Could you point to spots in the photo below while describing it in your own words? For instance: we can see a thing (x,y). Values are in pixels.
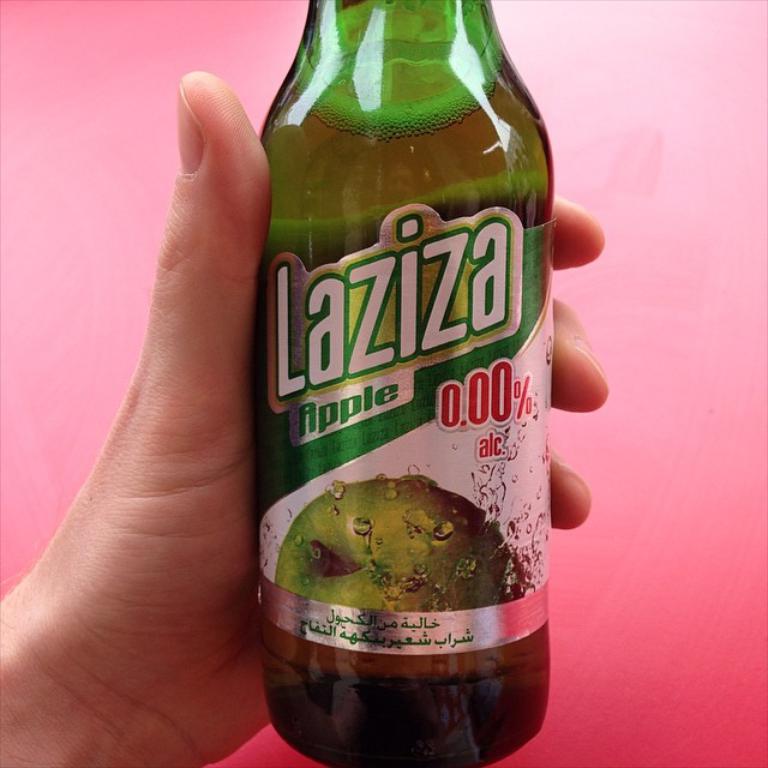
In this image there is one bottle (350,322), and it seems that one person (191,534) is holding that bottle (436,61).
